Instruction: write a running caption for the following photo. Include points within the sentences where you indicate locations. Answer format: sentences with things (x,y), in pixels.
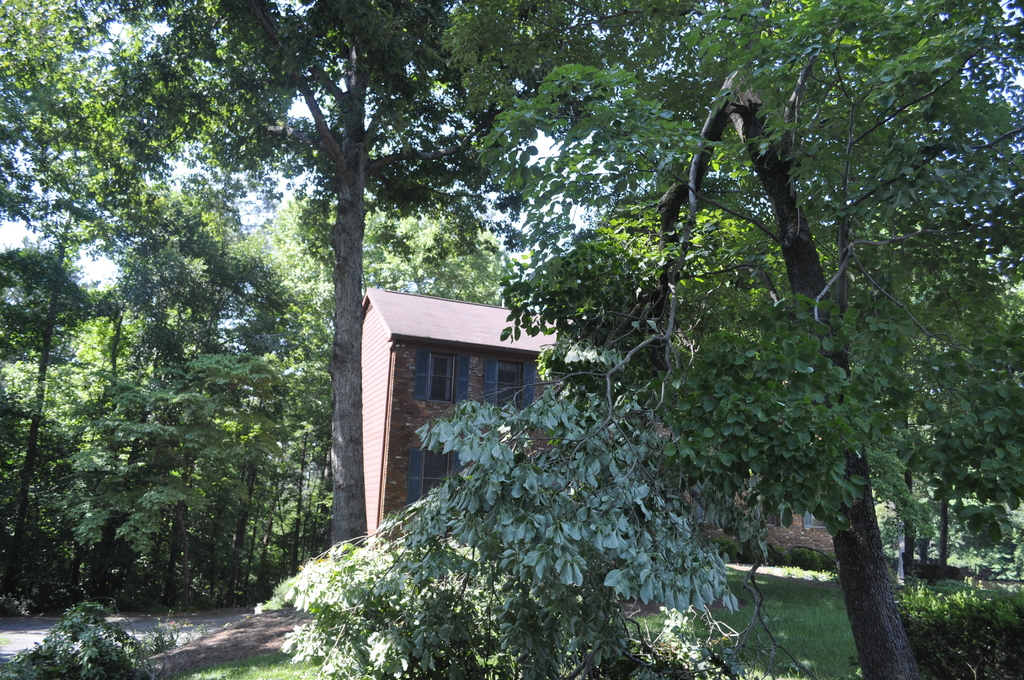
In the image there are many trees (246,418) and in between the trees (326,367) there is a house (368,523).
